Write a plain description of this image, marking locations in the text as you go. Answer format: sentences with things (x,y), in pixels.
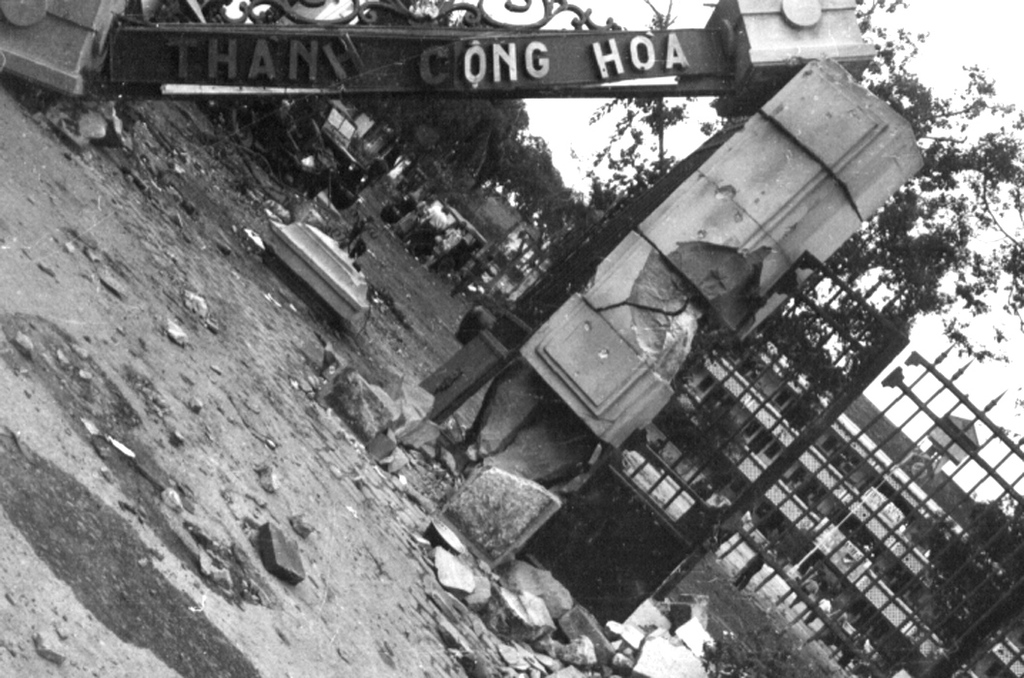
In this image I can see a building (765,471), a gate (624,376), few vehicles (445,227), few trees (441,184) and here I can see something is written. I can also see few people (426,255) are standing over there and I can see this image is black and white in colour.
